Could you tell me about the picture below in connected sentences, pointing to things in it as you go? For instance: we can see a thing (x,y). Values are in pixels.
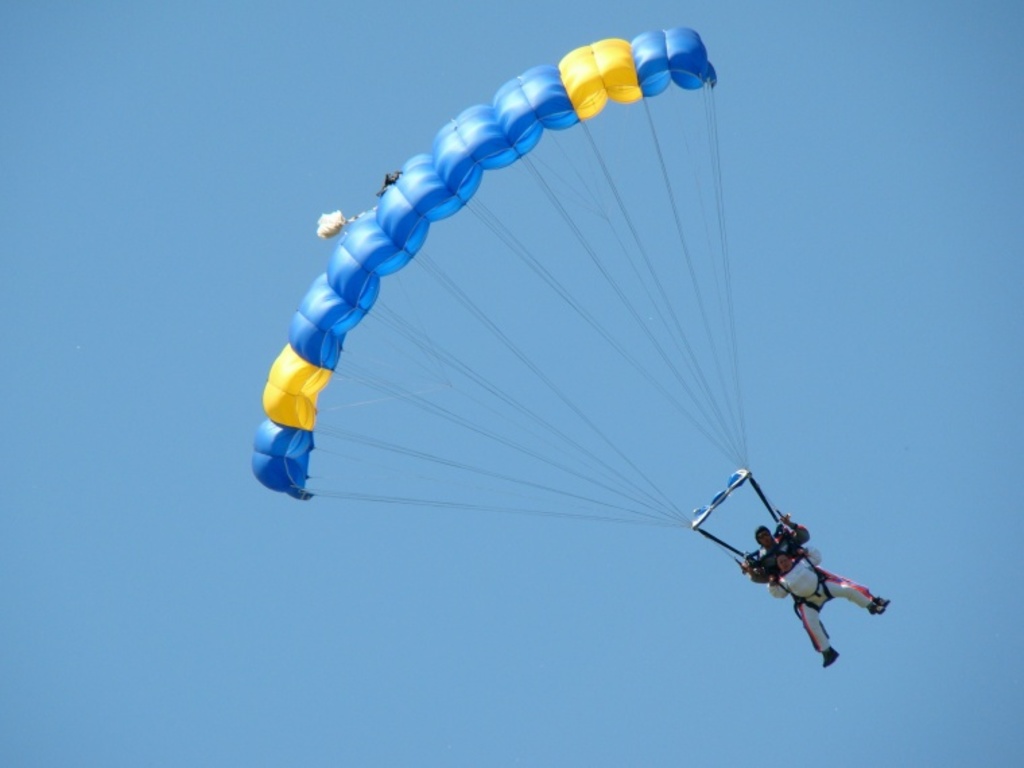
In this image I can see a person (786,577) flying in the air (555,727) along with the parachute (366,262) which is in blue and yellow colors. In the background (153,311), I can see the sky (162,424) in blue color.
